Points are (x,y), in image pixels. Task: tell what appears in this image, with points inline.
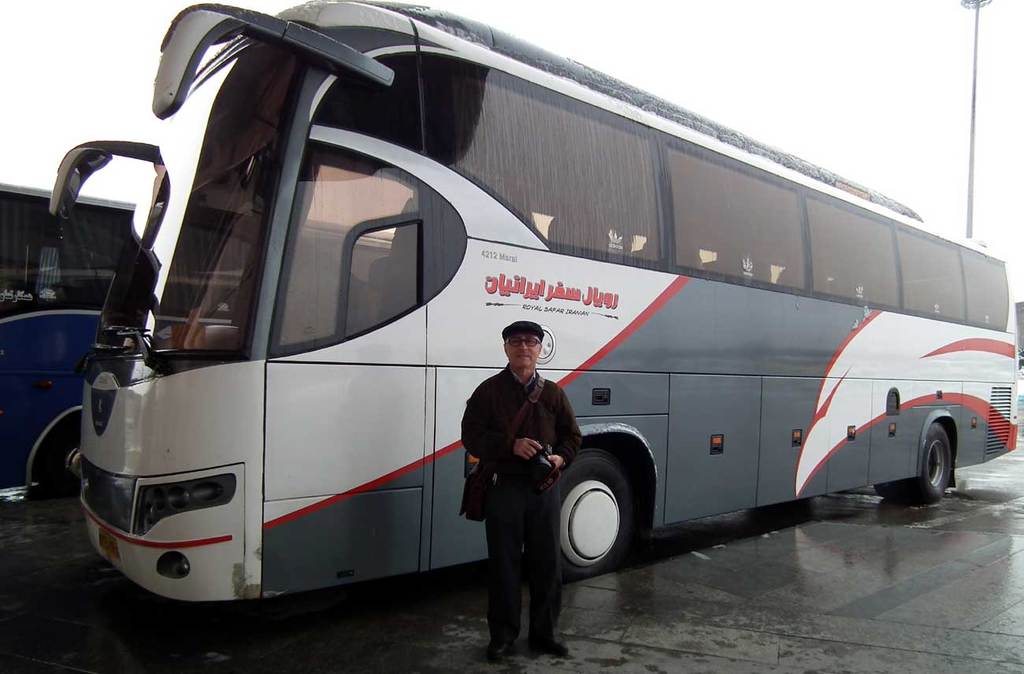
This picture shows a couple of buses (434,313) parked and we see a man (490,618) standing and he wore a bag (533,394) and holding camera (538,453) in his hands (553,456) and he wore spectacles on his face (520,351) and a cap (531,335) on his head (531,322) and we see a pole light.
